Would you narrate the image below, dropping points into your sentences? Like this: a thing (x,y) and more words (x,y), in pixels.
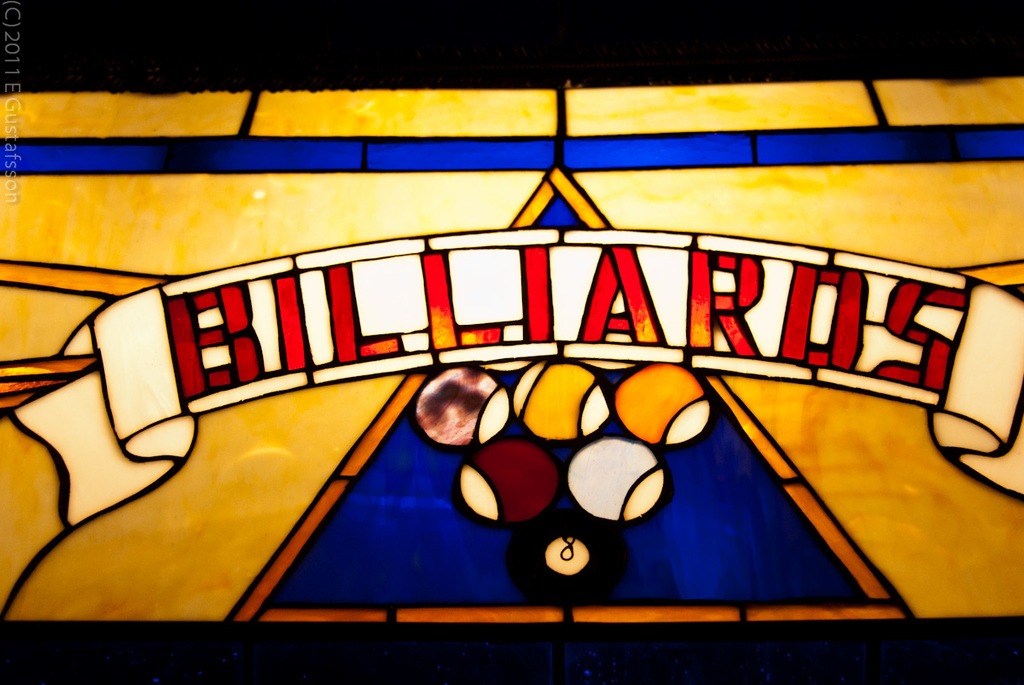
In this image I can see the stained glass (546,463). I can see few balls (653,438) and something is written on it and it is colorful.
